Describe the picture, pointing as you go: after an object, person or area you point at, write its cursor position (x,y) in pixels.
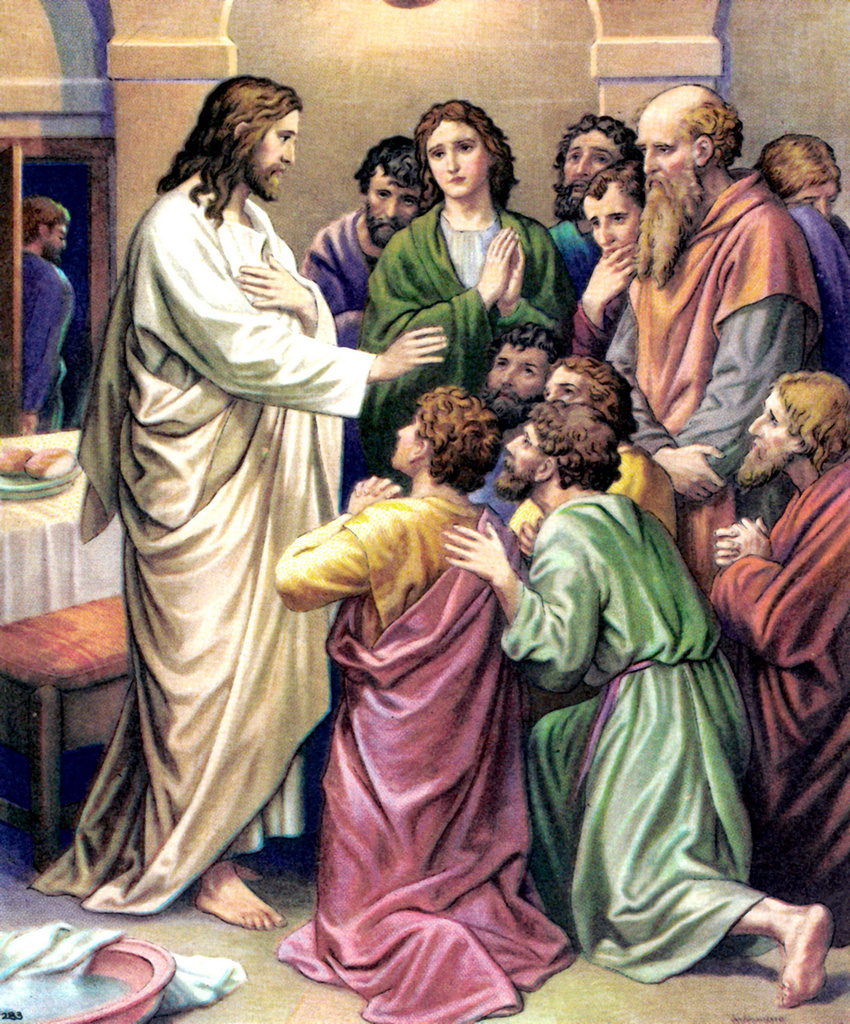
This image is an animated image. At the bottom of the image (263,945) there is a floor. There is a cloth (211,984) on the floor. In the background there is a wall (323,73) with a door (83,254) and a man (50,325) is standing. There is a table (66,586) with a tablecloth (37,520) and a plate (41,480) with buns (34,466) on it and there is a bench (59,671). In the middle of the image (396,453) a few are standing and a few are sitting.
